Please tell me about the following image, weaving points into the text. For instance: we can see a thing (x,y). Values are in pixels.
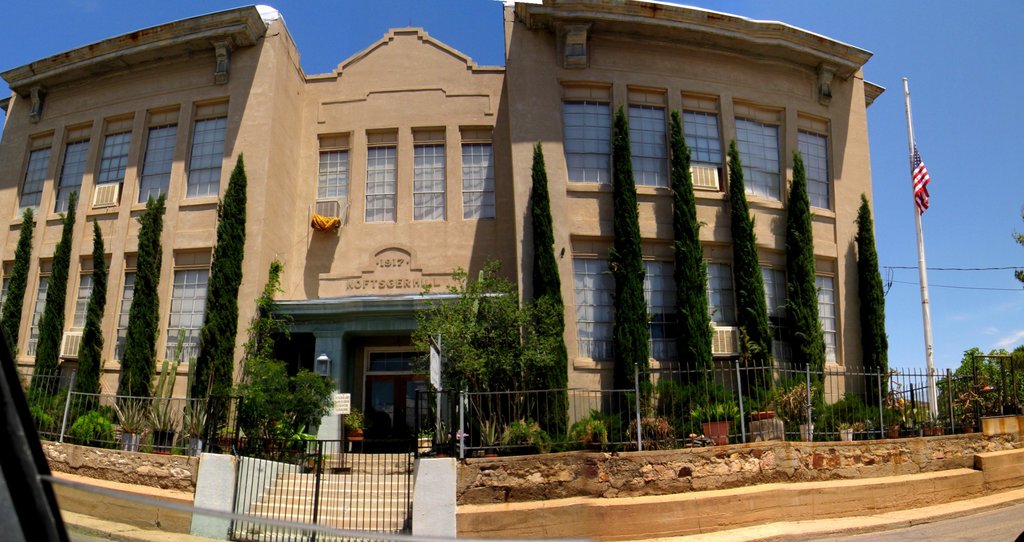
In this image, we can see a building (552,211). We can see some trees (531,395), plants (493,425). We can also see the fence (463,436) and gate (319,491). There are some stairs (377,494). We can see a flag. We can see some wires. We can see the sky (935,12) and the ground (997,538).
